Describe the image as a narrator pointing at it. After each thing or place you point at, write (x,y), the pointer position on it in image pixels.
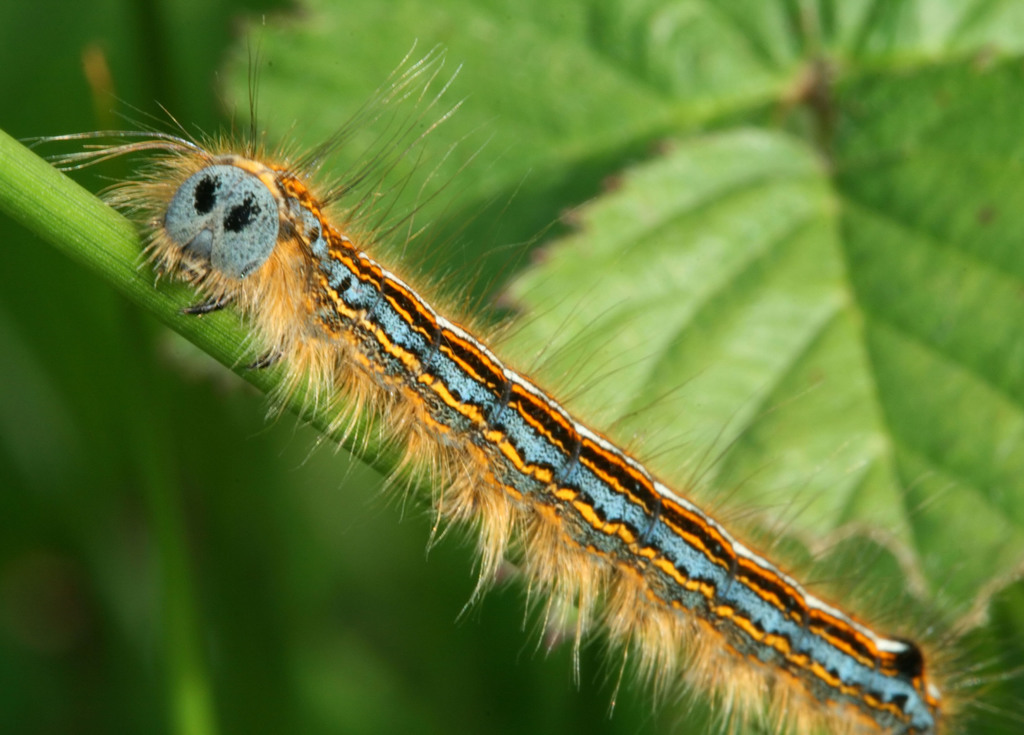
In this picture we can see a lackey moth caterpillar (428,391) on the branch (222,348) and behind the caterpillar (596,471) there are leaves (733,223).
